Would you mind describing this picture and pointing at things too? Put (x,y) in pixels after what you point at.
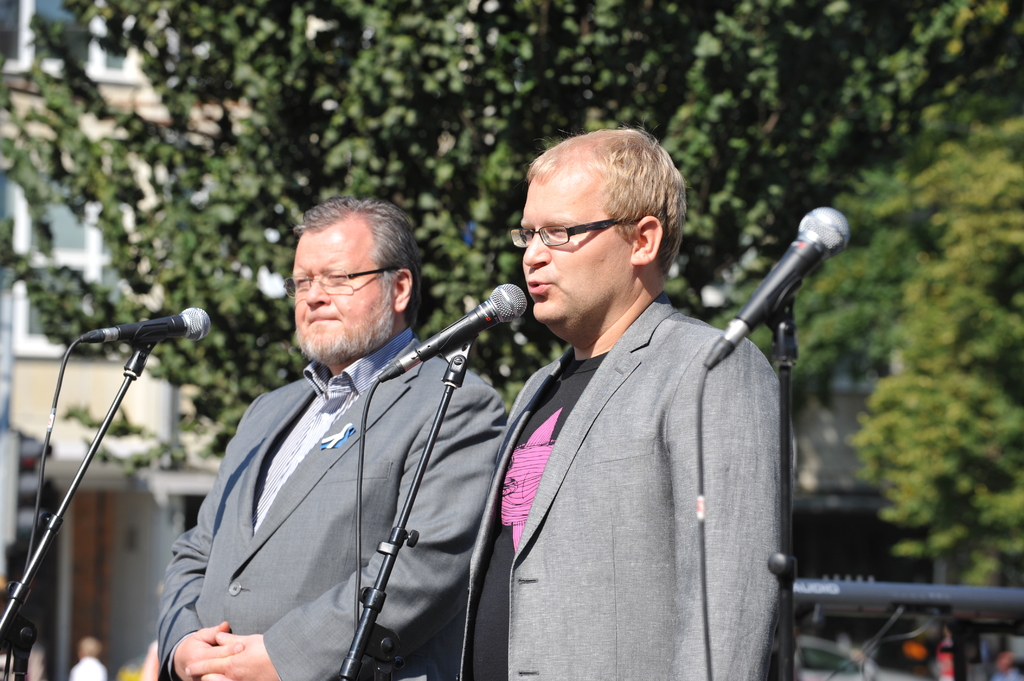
In this image we can see two men (460,440) wearing suits (478,502) and spectacles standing behind the microphones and in the background of the image (950,364) there are some trees (950,364), buildings (71,227).
